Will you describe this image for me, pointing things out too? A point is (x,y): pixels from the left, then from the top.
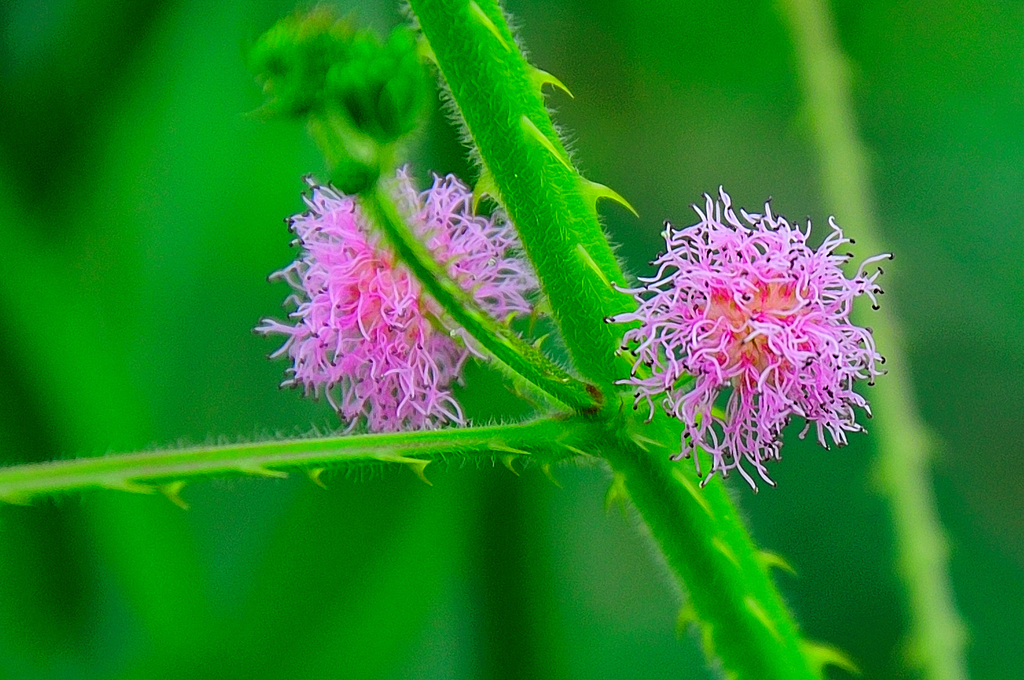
In this image there is a plant (570,176) truncated, there are flowers (715,336) on the plant (479,336), the background of the image (20,200) is blurred, the background of the image (161,120) is green in color.
